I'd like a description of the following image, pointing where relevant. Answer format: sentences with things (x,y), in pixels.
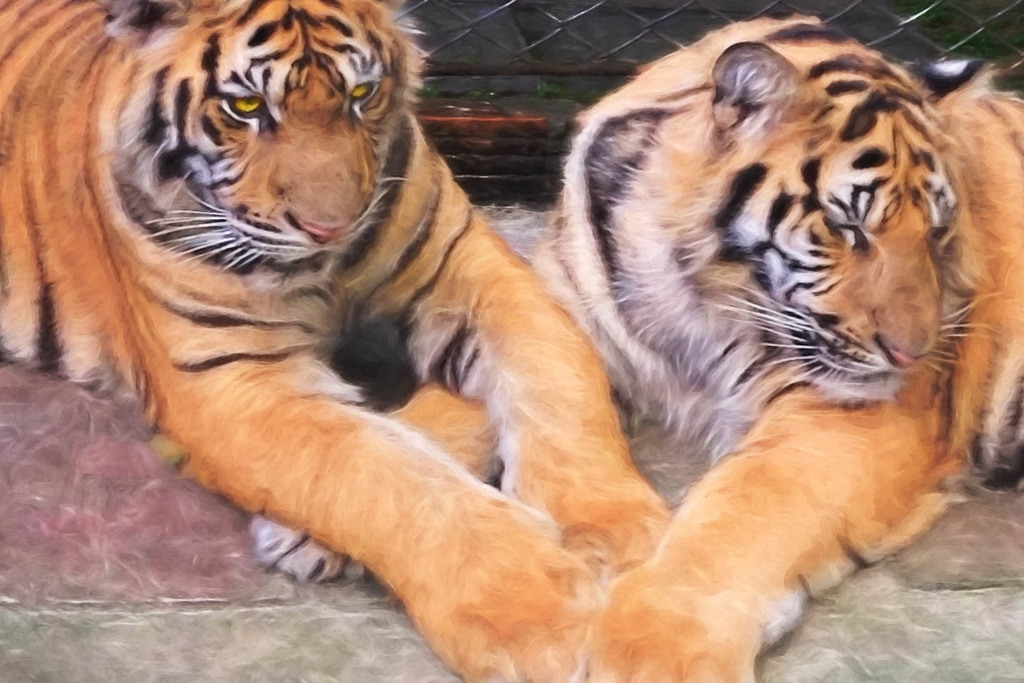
In this picture, we see two tigers (408,496). In the background (512,99), we see a black color wall (515,60) or a fence (538,60). This picture might be clicked in a zoo.
